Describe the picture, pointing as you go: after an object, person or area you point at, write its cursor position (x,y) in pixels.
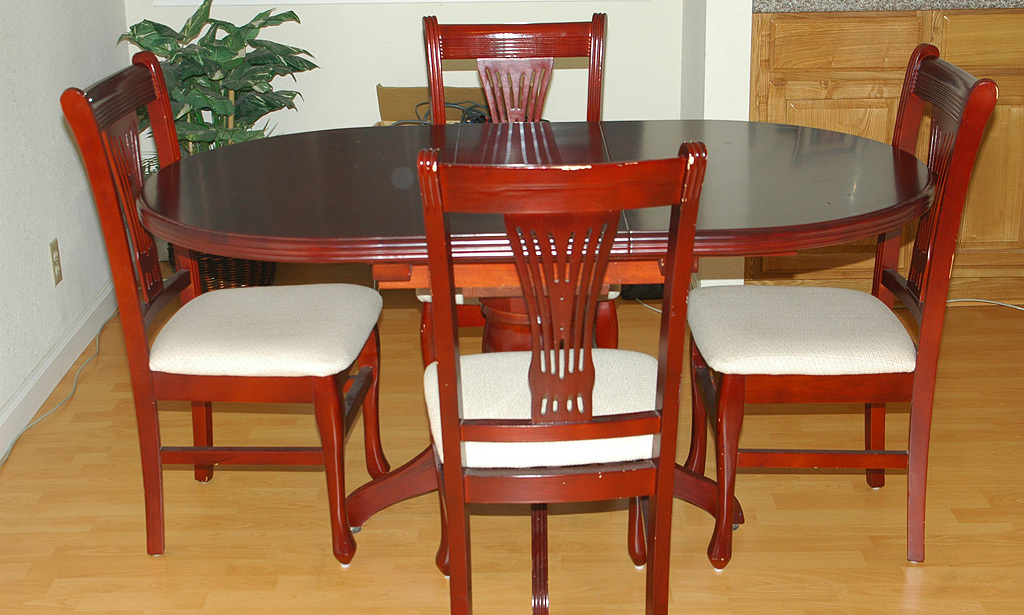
In this image there is a dining table (314,212) with chairs (319,352), behind the table (754,236) there is a plant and some object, around the table (478,246) there are walls (353,58) and a wooden cupboard (1008,168).
